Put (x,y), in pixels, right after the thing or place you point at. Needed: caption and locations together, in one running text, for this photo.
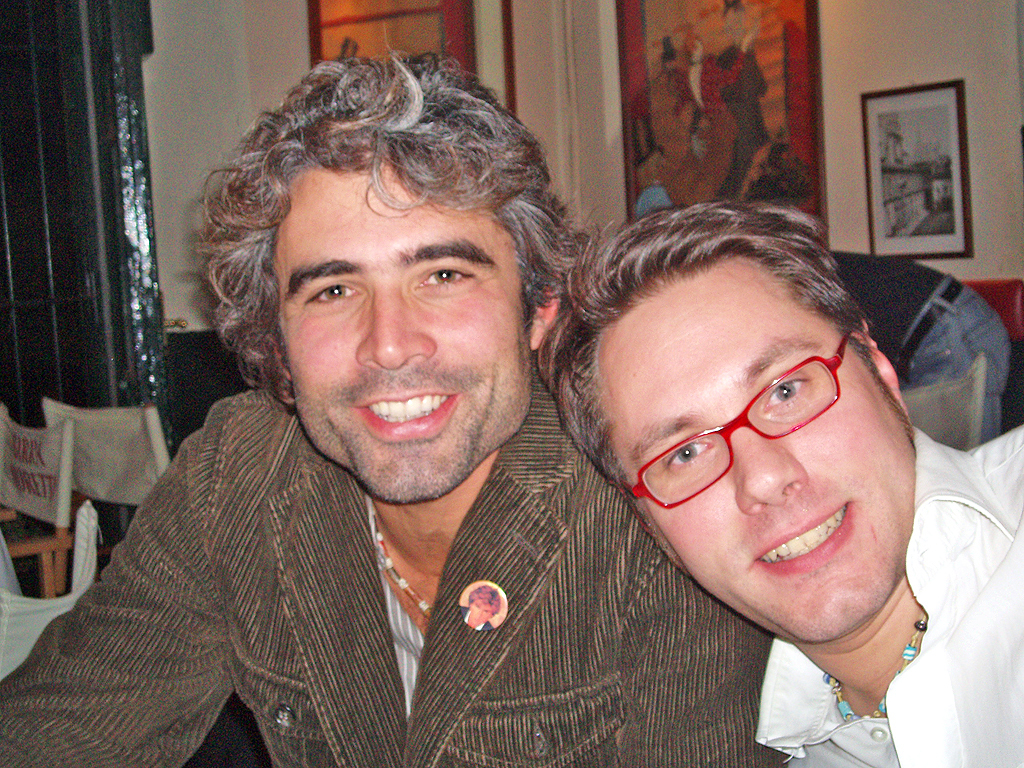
In this picture I can see there are two men (499,583) sitting and the man (971,705) at the right side (967,685) are wearing a white shirt (952,681) and spectacles (786,408). The man (481,549) next to him is wearing a brown jacket (169,561). There are a few chairs (967,383) and there is another person (914,277) in the backdrop (872,271), there is a wall (905,73) with few photo frames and there is a black color object (56,114) at left side (68,208).
